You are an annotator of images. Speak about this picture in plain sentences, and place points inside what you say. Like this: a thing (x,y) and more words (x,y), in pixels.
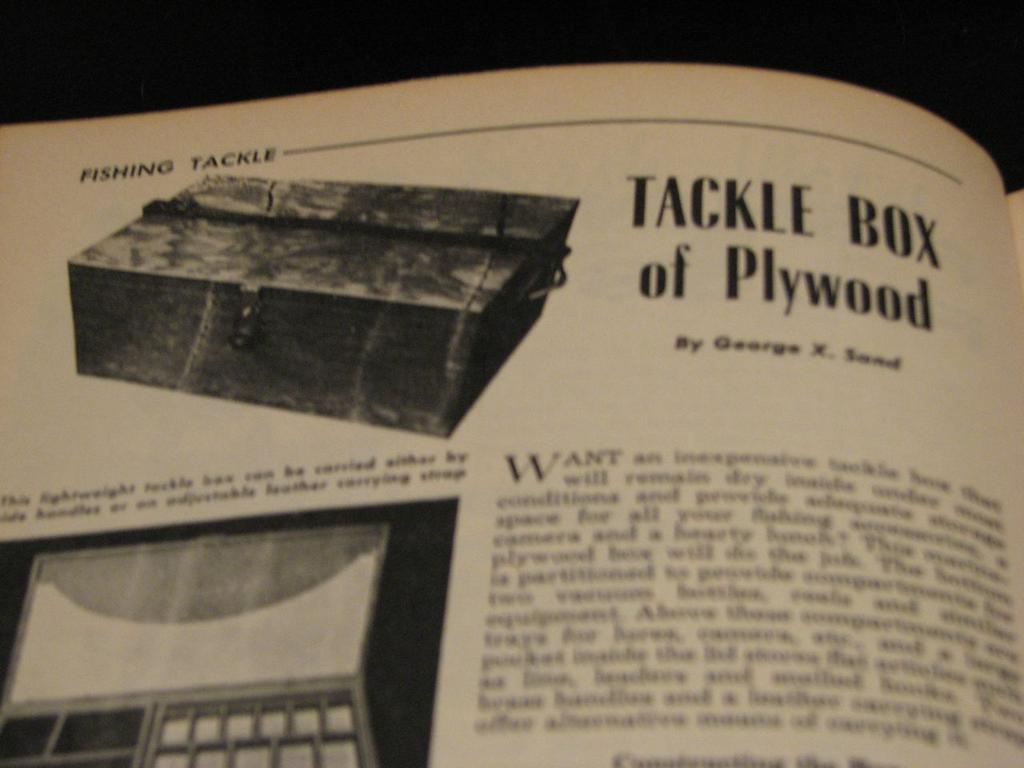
In the picture I can see a paper (500,414) of a book (276,330) which has few images (312,320) on it and there is something written beside and below it.
